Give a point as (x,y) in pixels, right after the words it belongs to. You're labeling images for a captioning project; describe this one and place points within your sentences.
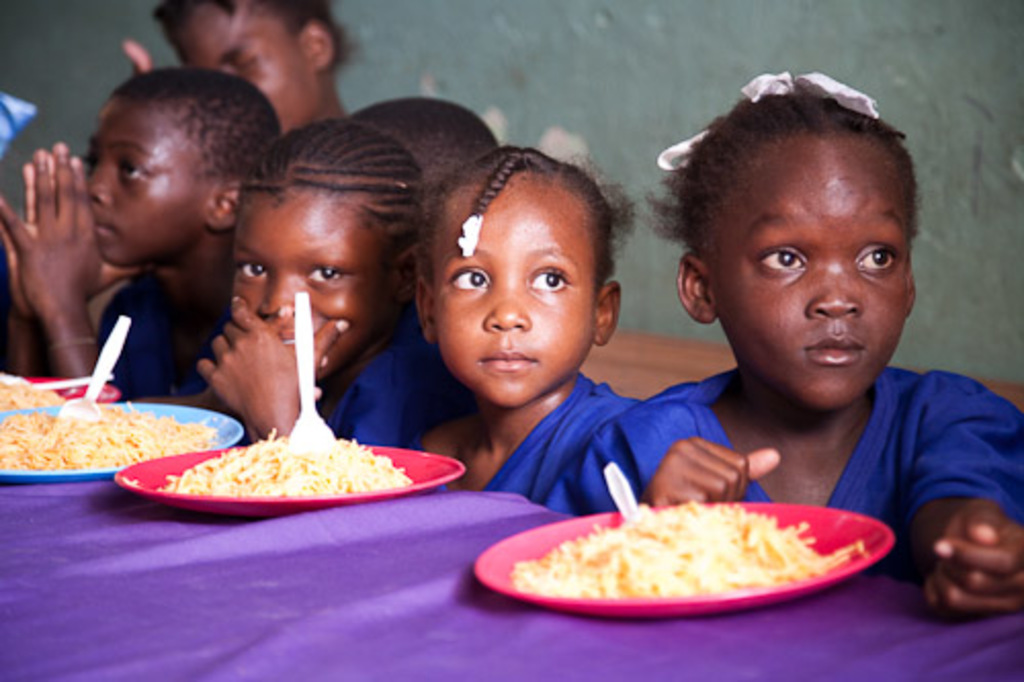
In this image there are children's (496,215) sitting on a bench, in front of them there is a table (653,638), on that table (726,637) there are plates (606,582) in that plates (522,544) there is food (661,557) and spoons (311,405), in the background (101,21) there is a wall (909,74).
